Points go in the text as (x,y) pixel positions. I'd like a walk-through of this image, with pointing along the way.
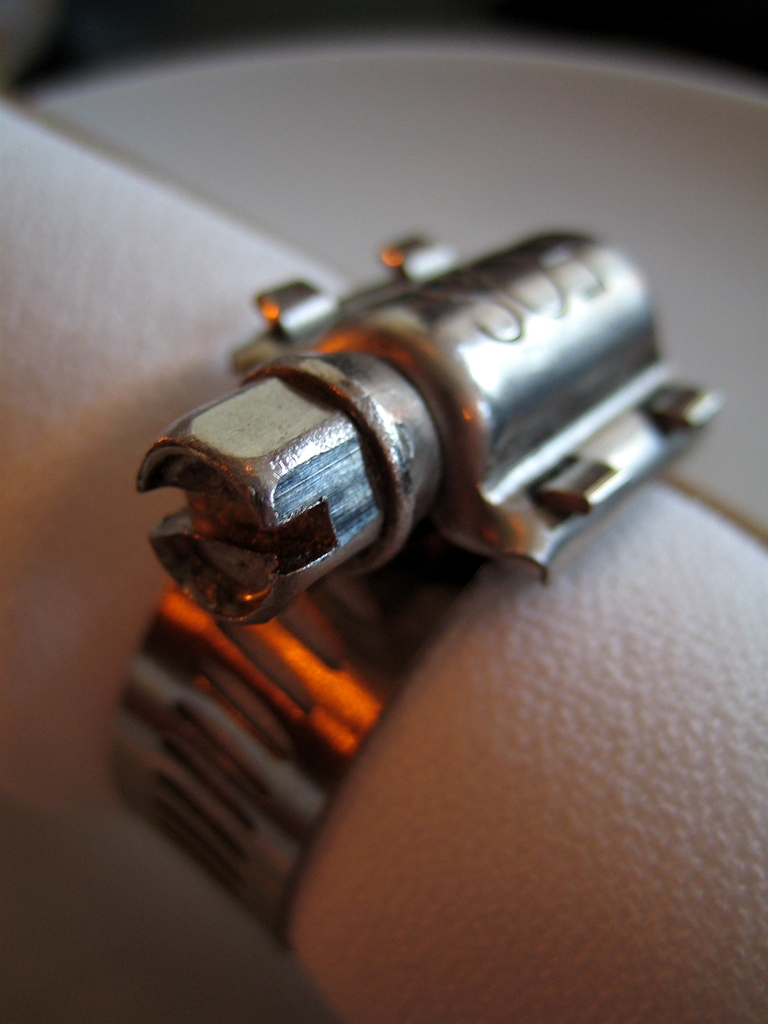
This picture looks like a metal joint (397,560) to a hose (544,613).
